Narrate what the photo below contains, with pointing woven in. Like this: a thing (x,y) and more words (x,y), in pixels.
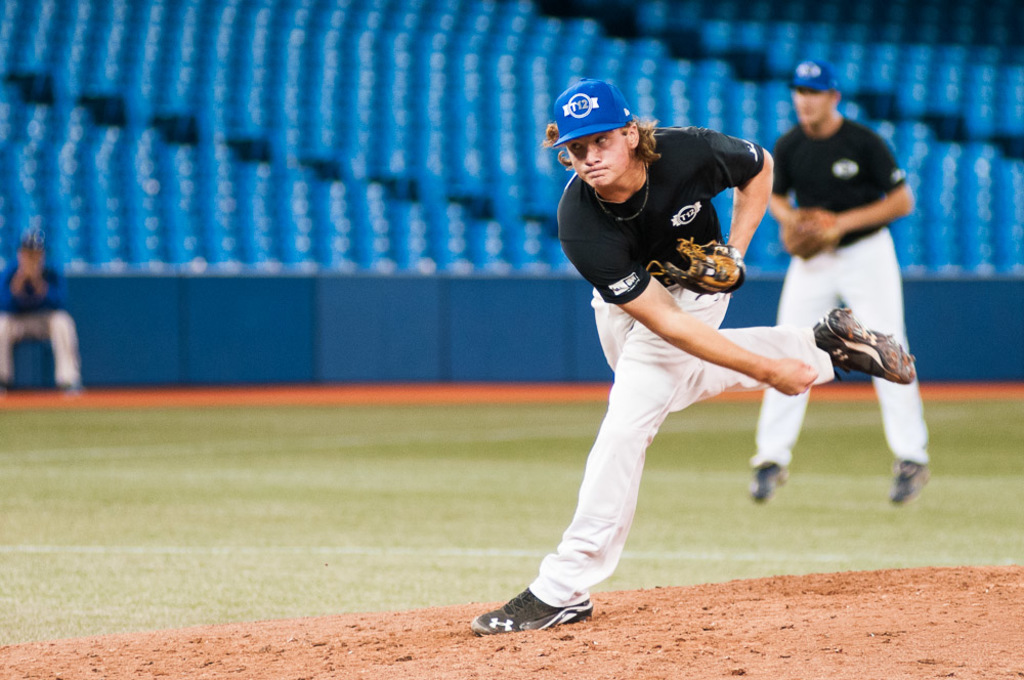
In this image, we can see two people (813,268) in the playground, in the background (237,172), we can see blue color chairs (369,87).
